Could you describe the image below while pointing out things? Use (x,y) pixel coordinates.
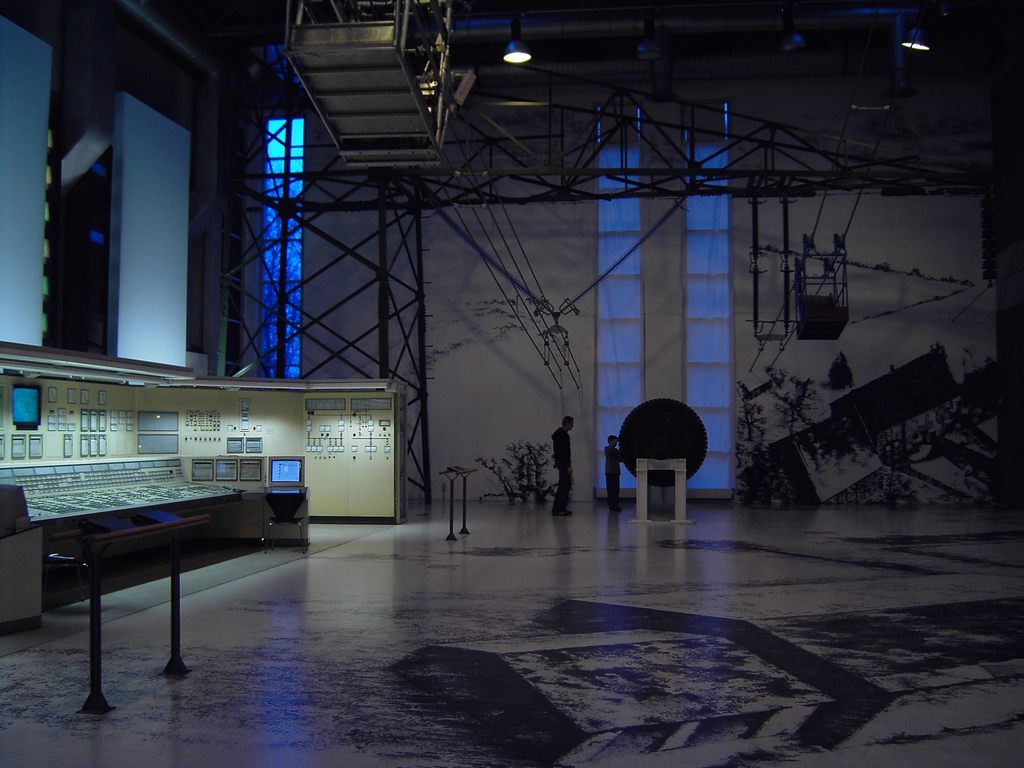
In this image I can see inside view of a hall (654,332) where in the background (643,237) I can see number of poles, two persons (566,416) and paintings (826,365) on the wall (739,311). On the top side of this image (521,53) I can see few lights (919,32) and on the left side (261,357) I can see few more poles (420,401) and few machines (249,401). I can also see windows (703,331) in the background (718,322).
